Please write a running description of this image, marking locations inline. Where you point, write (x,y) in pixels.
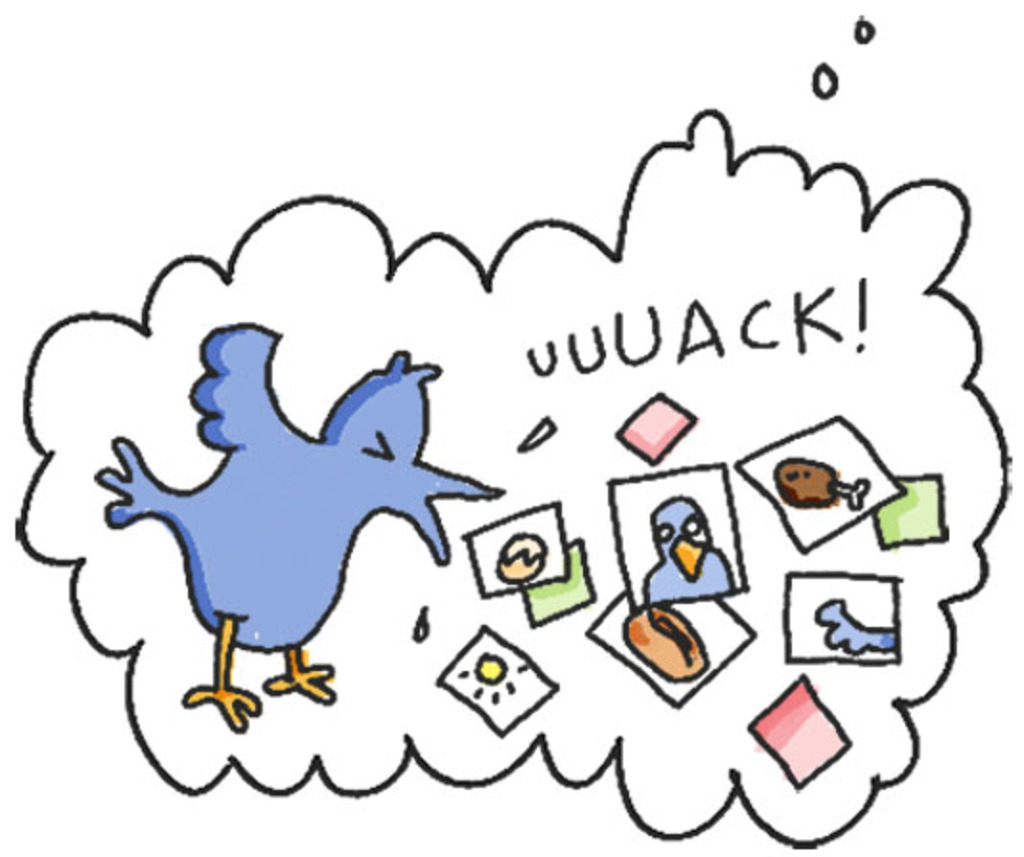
In this image, I can see paintings (230,553) of two birds (279,492), text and colors.
